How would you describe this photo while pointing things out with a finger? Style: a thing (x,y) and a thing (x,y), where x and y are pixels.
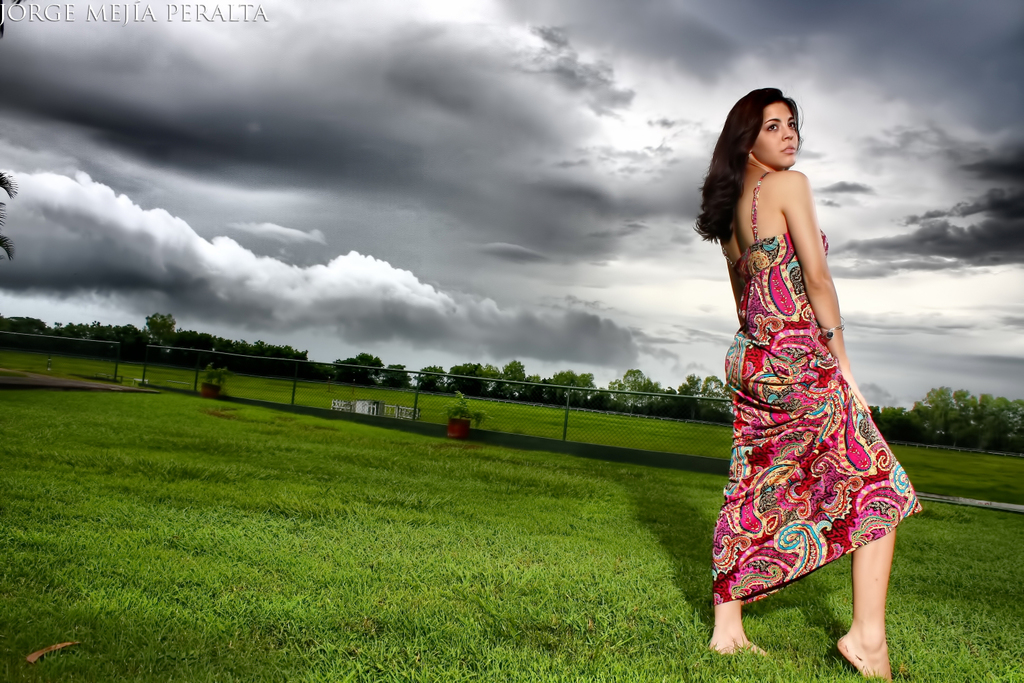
In this image there is a woman (772,390) standing on the ground (720,500) on the right side (780,445). In the background (555,430) there is a fence (477,404). In front of the fence (252,388) there are two flower pots (465,408). At the top (459,174) there is the sky (437,187). In the background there are trees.
